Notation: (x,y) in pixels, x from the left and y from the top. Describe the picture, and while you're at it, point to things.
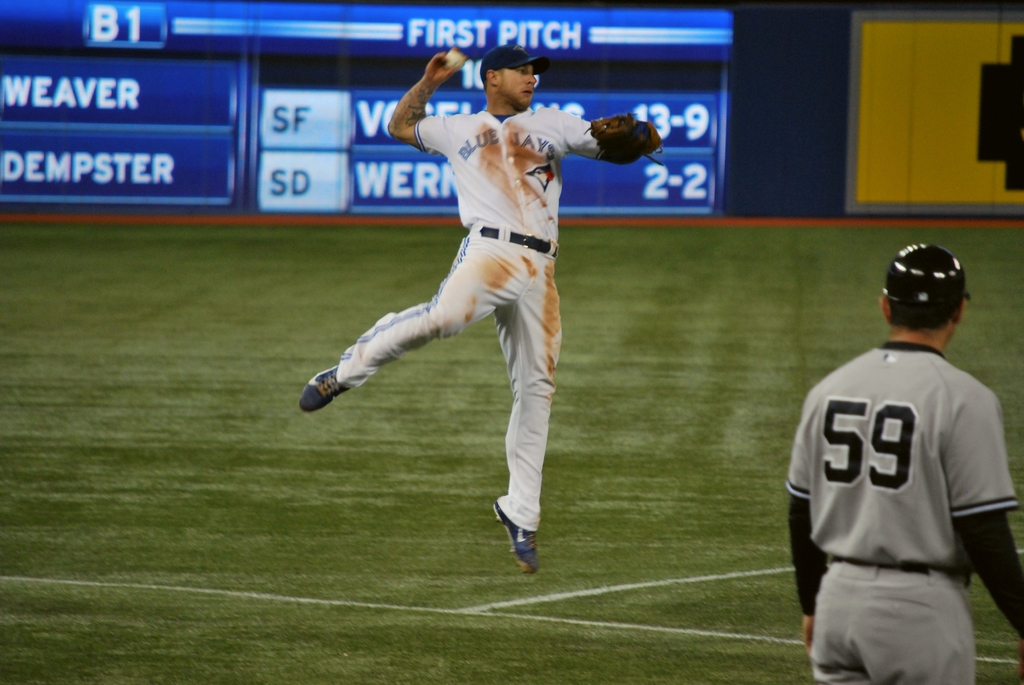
In the background (229,79) we can see scoreboard (623,76). We can see a man (497,130) wearing a cap (502,53). He is holding a ball (454,66) in his hand (444,52). On the right side of the picture (913,497) we can see another person (860,596). This is a playground (50,617).
